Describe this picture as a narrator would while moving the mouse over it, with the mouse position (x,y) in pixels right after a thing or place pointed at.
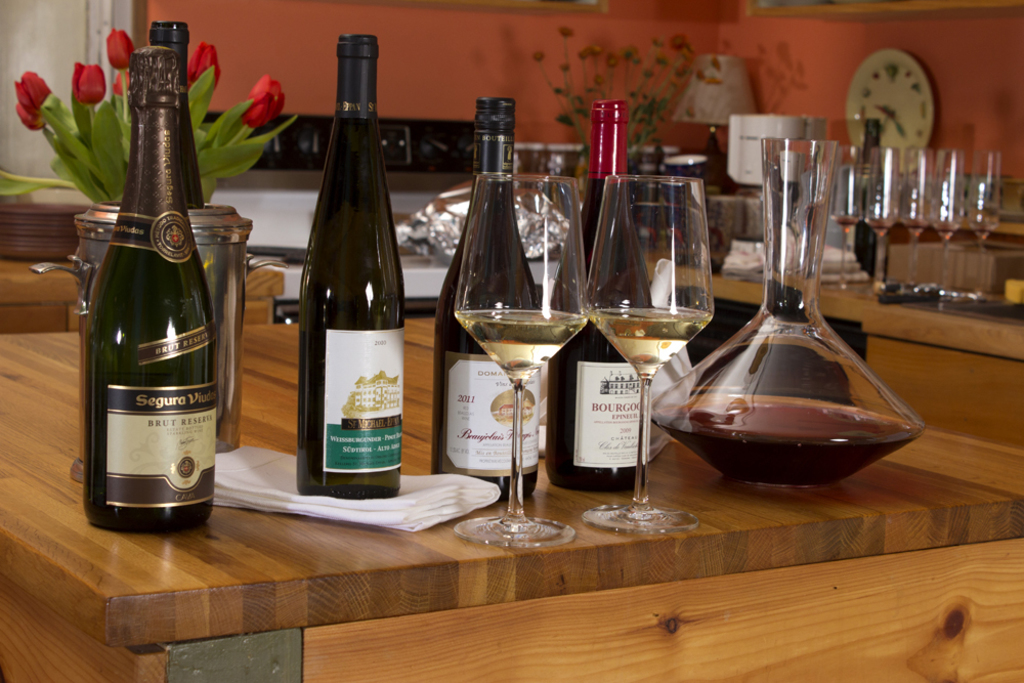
In this image there are group of wine bottles (320,394), with labels (202,394) and lids (346,74), wine glasses (679,255), a pot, clock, lamp (706,103), plants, cover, arranged in a table (23,382), at the back ground (39,58) there is wall (519,48), frame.
